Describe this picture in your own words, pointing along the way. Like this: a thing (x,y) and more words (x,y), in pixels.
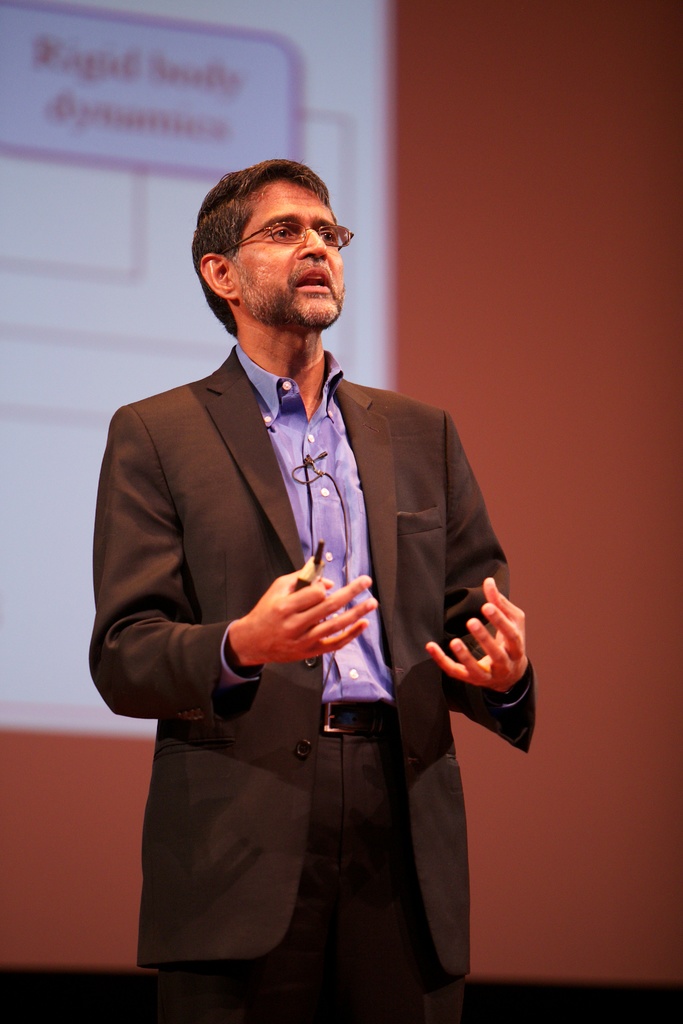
In this image there is a person (318,587) standing by holding some object (312,572) in his hand (289,609), behind the person (259,286) there is a screen (119,174) on the wall (38,927).
